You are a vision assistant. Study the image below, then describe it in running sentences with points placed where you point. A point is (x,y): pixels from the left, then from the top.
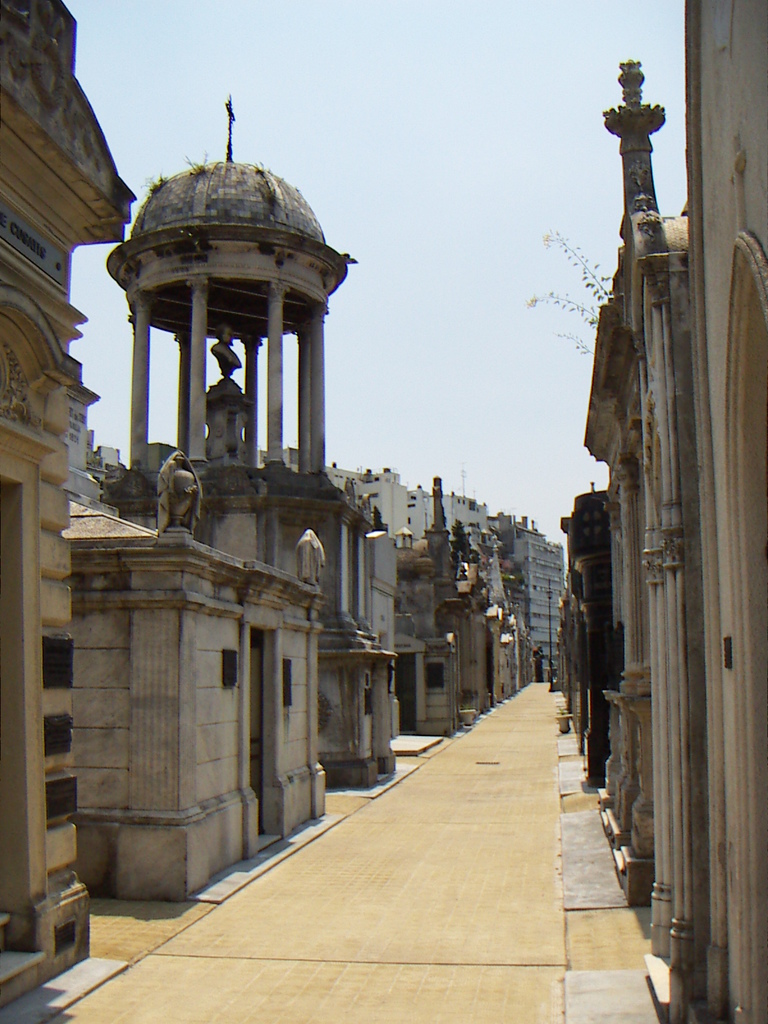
Here we can see buildings (611,330) and plant (582,270). Above this statue (234,362) there is a roof (209,319). Around this statue (231,353) there are pillars (278,401). Background (452,338) we can see the sky (421,259).
